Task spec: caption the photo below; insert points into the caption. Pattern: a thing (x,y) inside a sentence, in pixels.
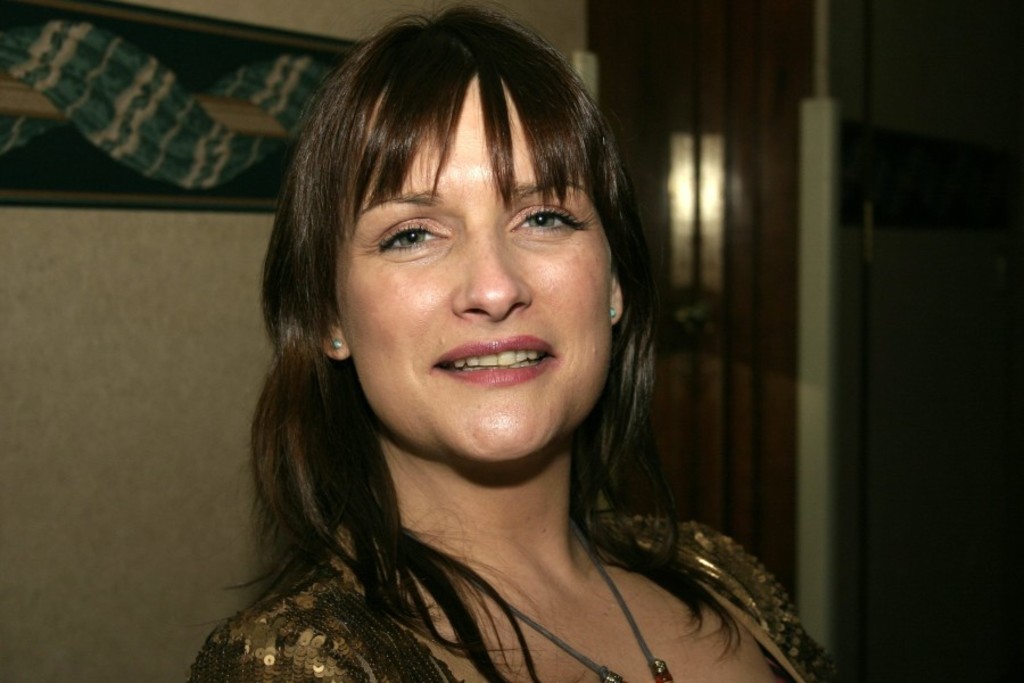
In this picture I can observe a woman (361,497). She is smiling. In the background (168,406) I can observe a wall (136,277).
